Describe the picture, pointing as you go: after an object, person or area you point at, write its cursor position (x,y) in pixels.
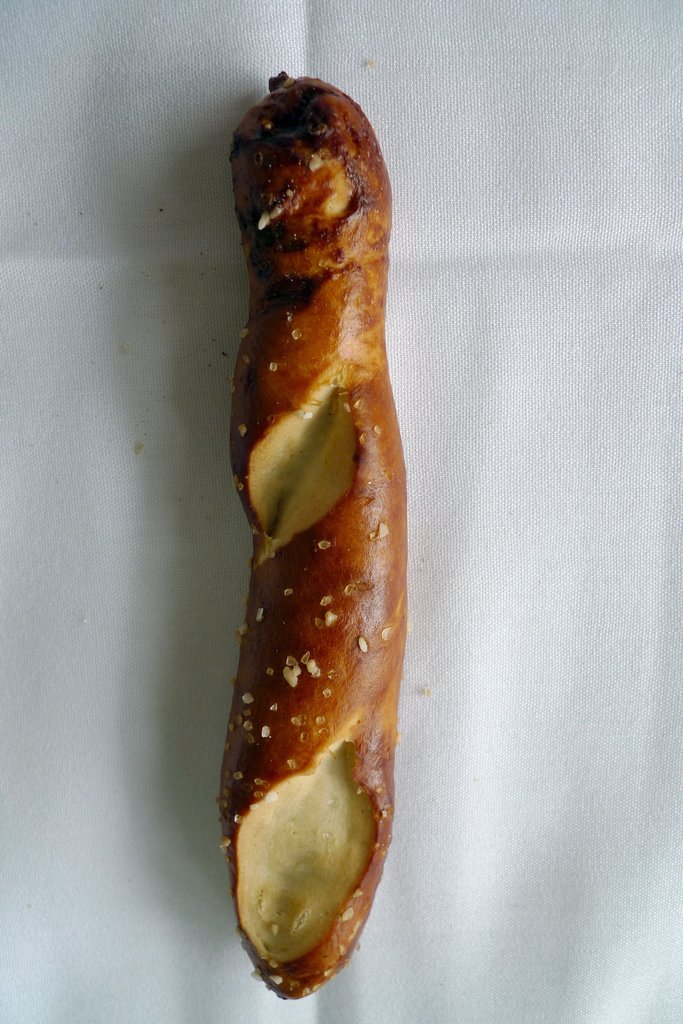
In this picture I can see food (282,336) and a white color background (414,308).
